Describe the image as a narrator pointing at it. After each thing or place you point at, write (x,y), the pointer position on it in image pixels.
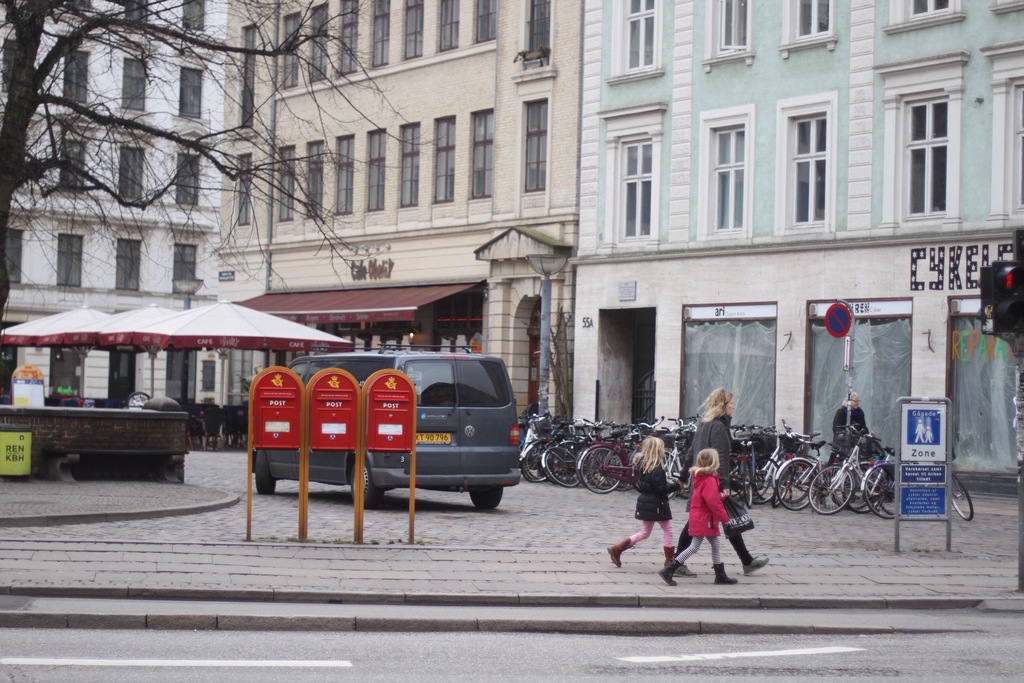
In this picture I can see many bicycles (592,479) which are parked near to the sign board (847,328). In the back (423,136) I can see the buildings (525,271). On the left (194,412) I can see the umbrellas (43,339), tables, chairs (246,405) and trees (26,93). In the center (417,430) there is a grey color car (448,439) which is parked near to those red boxes (329,436). In the bottom right (725,475) there is a woman (726,428) who is wearing jacket (724,441), trouser (743,545) and shoes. She is holding a bag (736,509). Beside her I can see two girls (705,511) who are walking on the street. At the bottom (597,644) I can see the road (595,637).
